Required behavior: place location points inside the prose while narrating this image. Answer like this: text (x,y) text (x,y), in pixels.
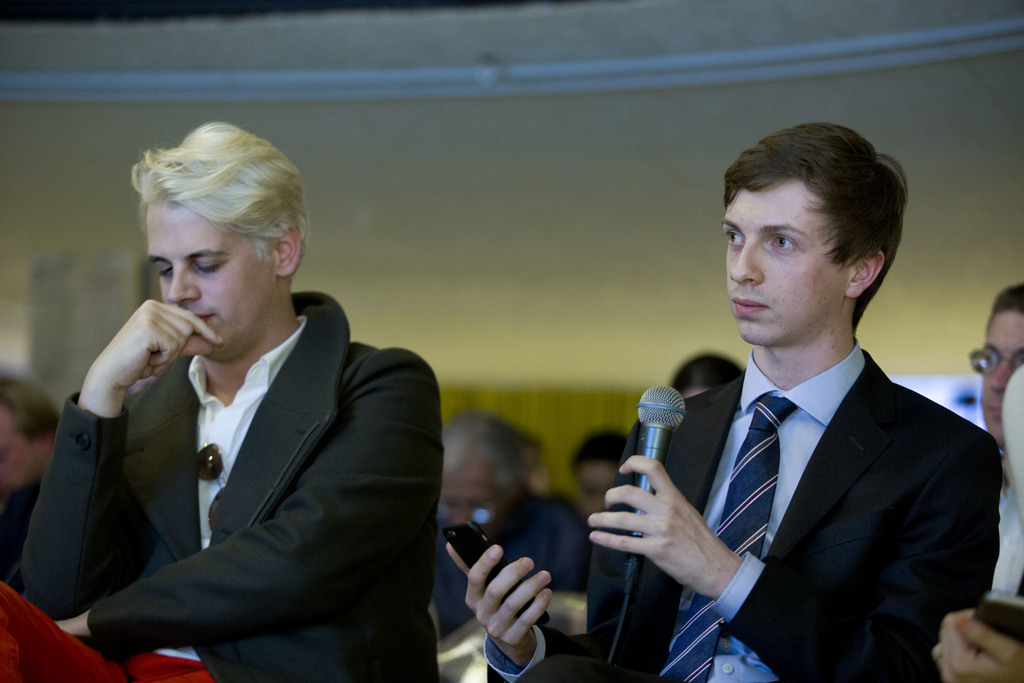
This Image is clicked in a room (646,312). There are so many people (519,457) who are sitting, two of them are sitting in the front side (815,447), the one who is on the right side (820,533) is holding mike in one hand (677,528) and phone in other hand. The person (313,454) on the left side (314,431) sitting, he is wearing black coat (433,522).
